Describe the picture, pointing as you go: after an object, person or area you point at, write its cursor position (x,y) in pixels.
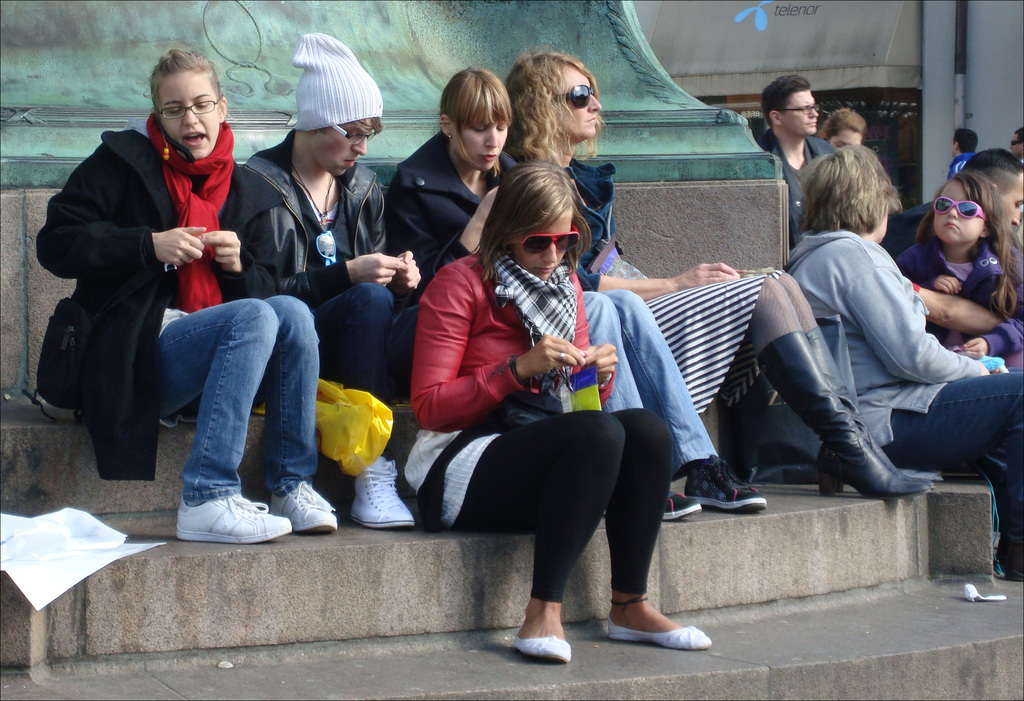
In this image there are persons (657,306) sitting and there are walls (974,80) and there is a text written on the wall (788,39) which is in the background (826,33) and there is a pipe (959,79) in front of the wall (971,65). In the front (114,456) on the floor (1010,591) there are objects (54,553) which are white in colour and there is a woman (185,265) sitting and speaking on the phone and there are persons (505,279) sitting and holding objects (566,378) in their hands (395,265).
